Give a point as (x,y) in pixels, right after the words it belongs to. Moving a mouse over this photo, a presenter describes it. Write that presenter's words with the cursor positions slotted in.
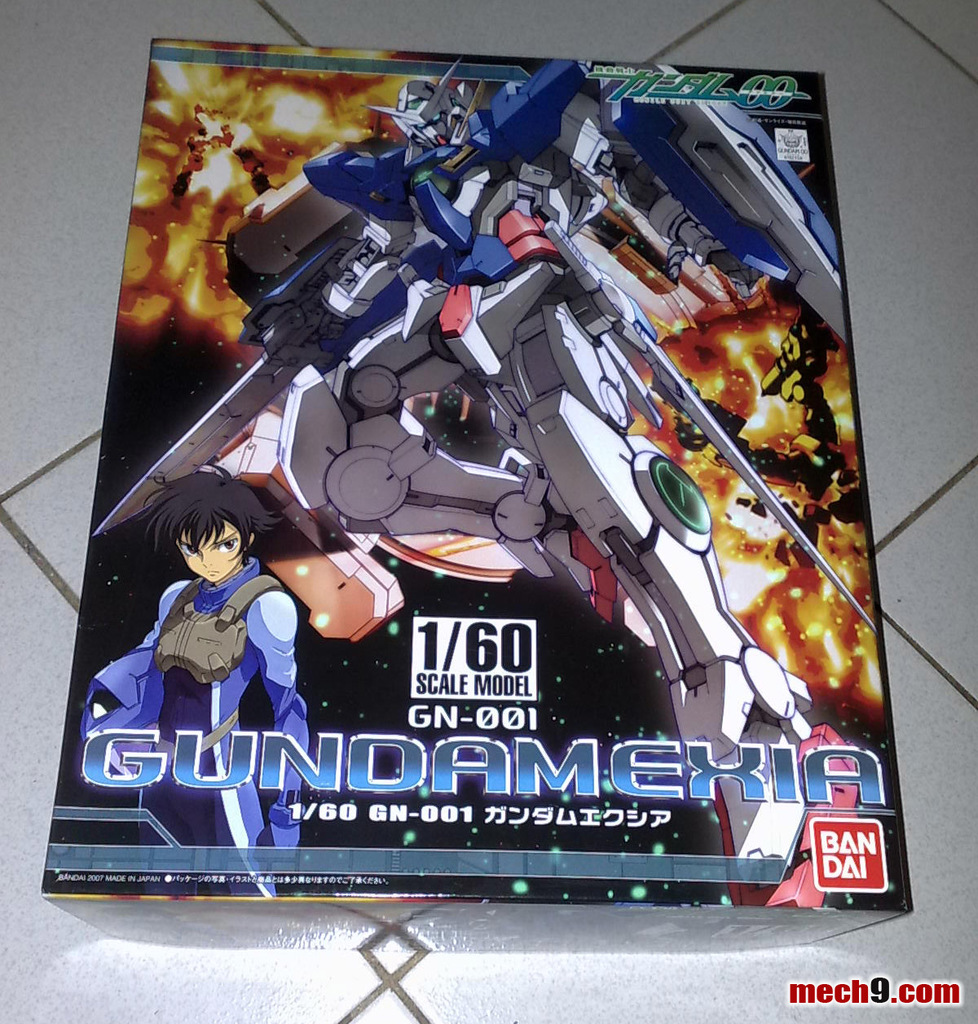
In this image I see a box (391,220) on which I see the animated character (186,799) and I see a transformer (454,143) over here which is of white, red and blue in color and I see words (270,761) and numbers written over here and I see this box (625,192) is on the white floor (441,1003).
